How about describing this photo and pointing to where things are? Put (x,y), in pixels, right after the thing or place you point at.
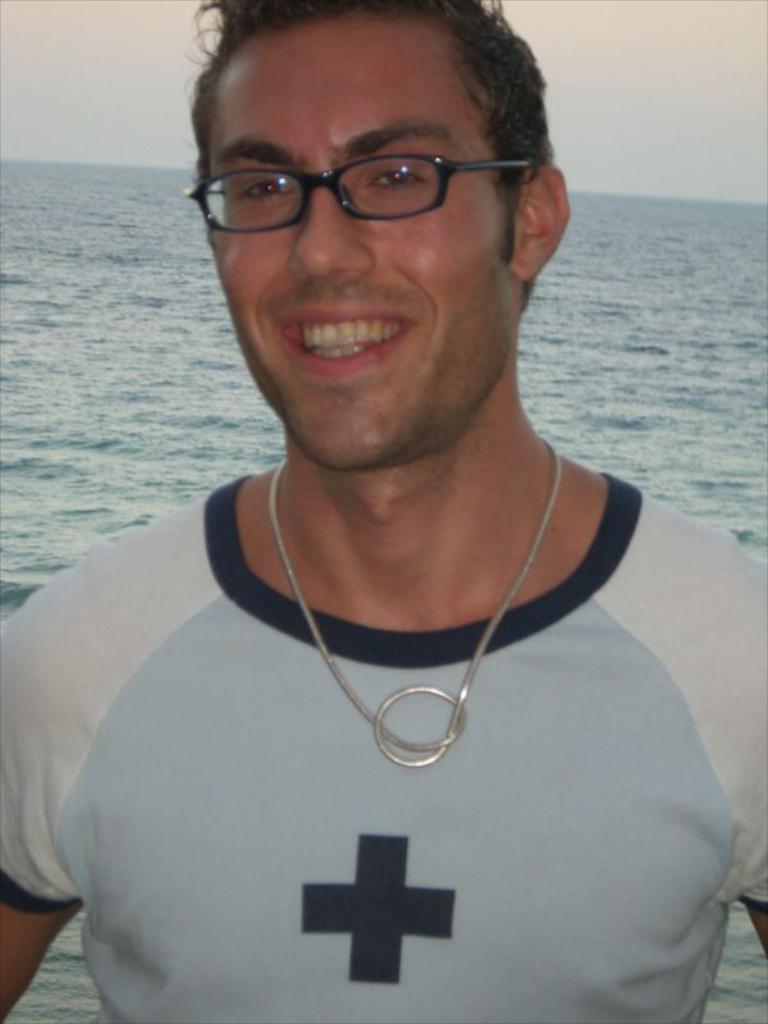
In this picture we can see a person (309,665) smiling. There is water (117,216) in the background (764,370).
